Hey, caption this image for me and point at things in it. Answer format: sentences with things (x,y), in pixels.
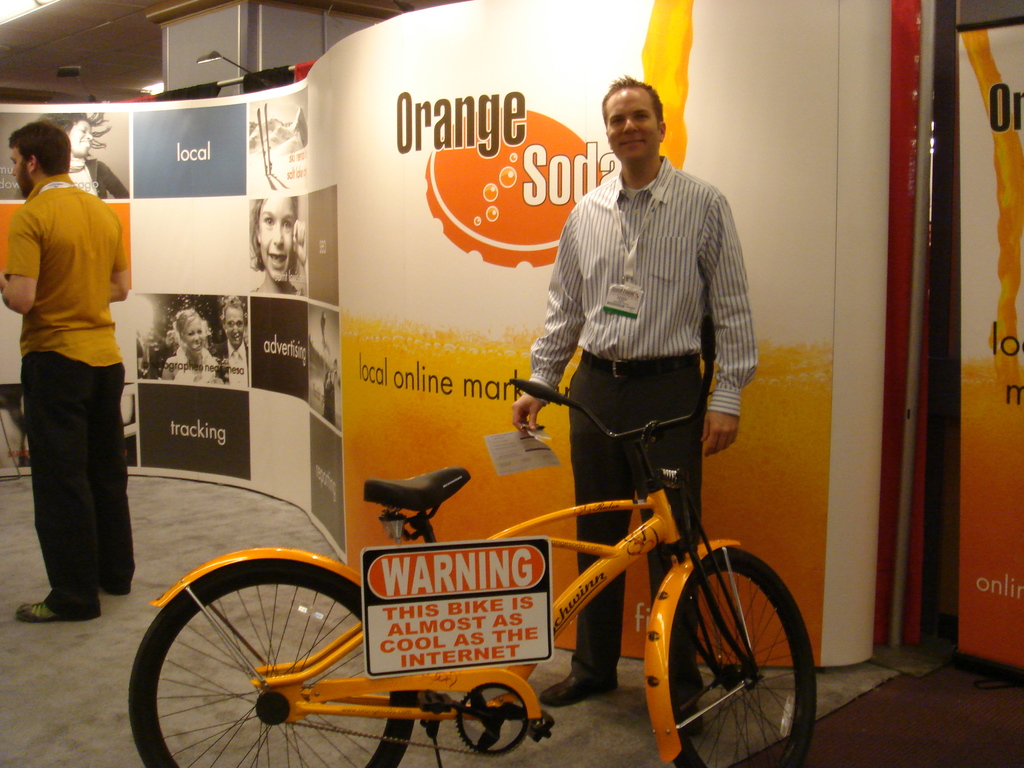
In this image I can see two people (76,212) with different color dresses (90,217). In-front of one person (609,208) I can see the bicycle (316,666) and the board (395,621) to it. In the background (444,232) I can see the boards (733,56) and I can see few people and something is written on the boards (325,385). I can see the ceiling (76,59) at the top (65,26).
